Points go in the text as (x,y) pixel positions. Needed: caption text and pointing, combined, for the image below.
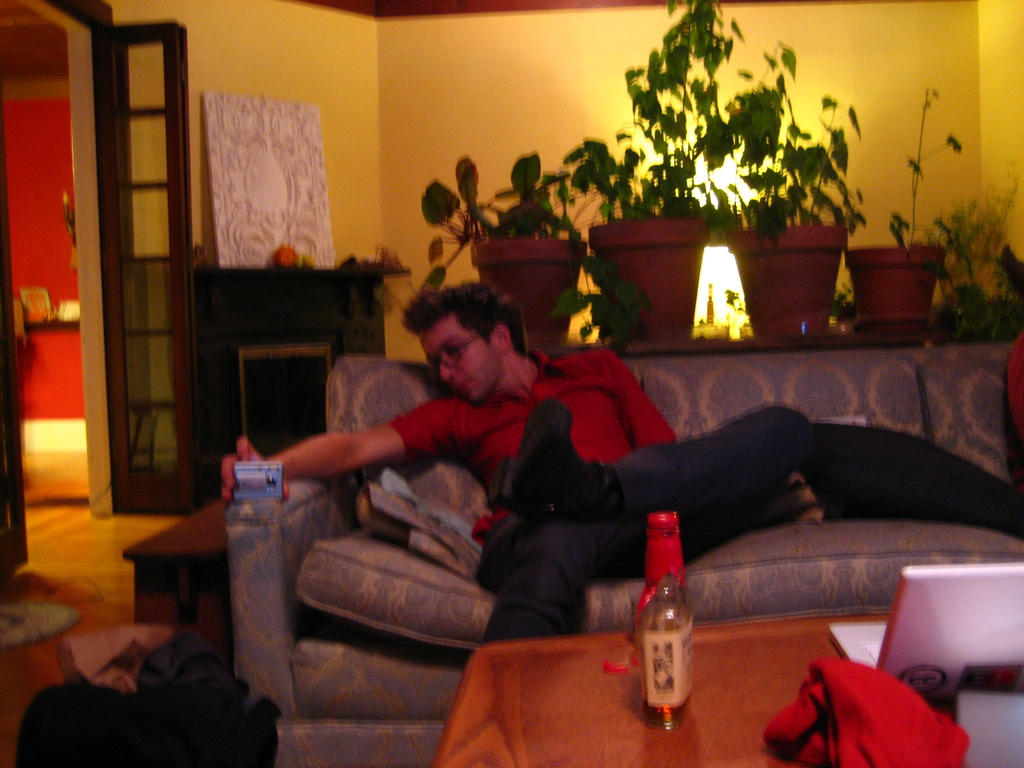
This picture is a man (576,557) sitting on the couch (839,526), holding some object (245,474) with his right hand (284,470) and there is also a table (526,713) in front of him with a beer bottle (651,542). In the background (706,188) there is a wall (510,90), light (702,284) and some plants (773,220).
